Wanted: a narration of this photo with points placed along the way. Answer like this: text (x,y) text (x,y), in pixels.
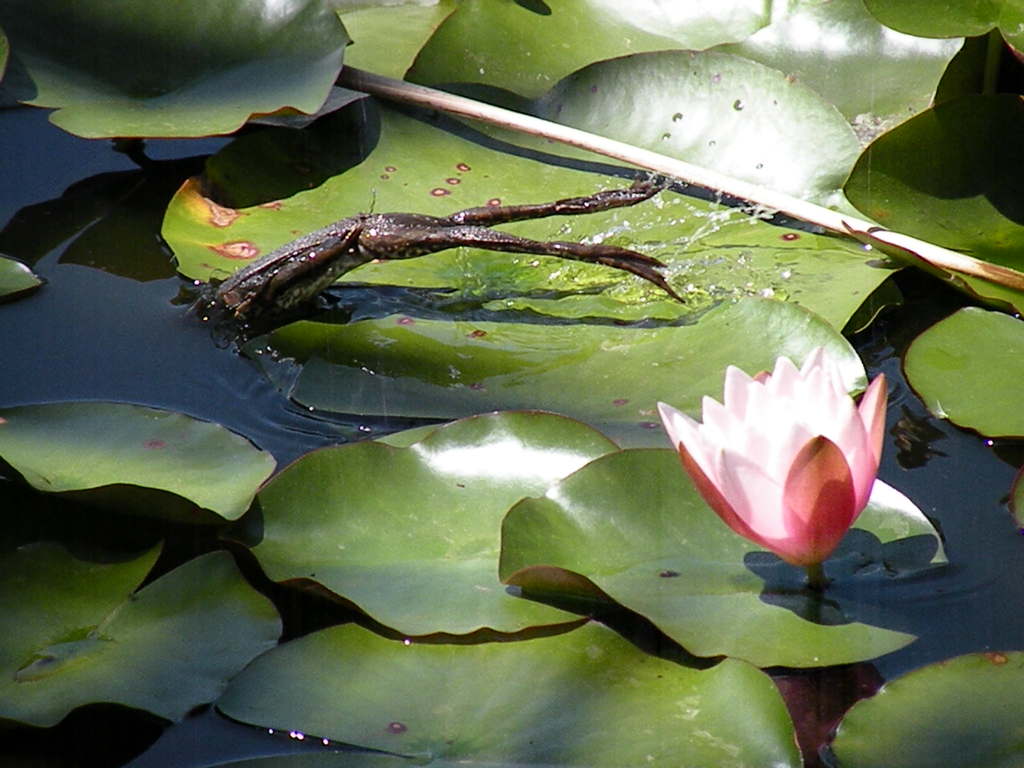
As we can see in the image there is water (32,130), frog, leaves (248,244) and pink color flower (767,453).
